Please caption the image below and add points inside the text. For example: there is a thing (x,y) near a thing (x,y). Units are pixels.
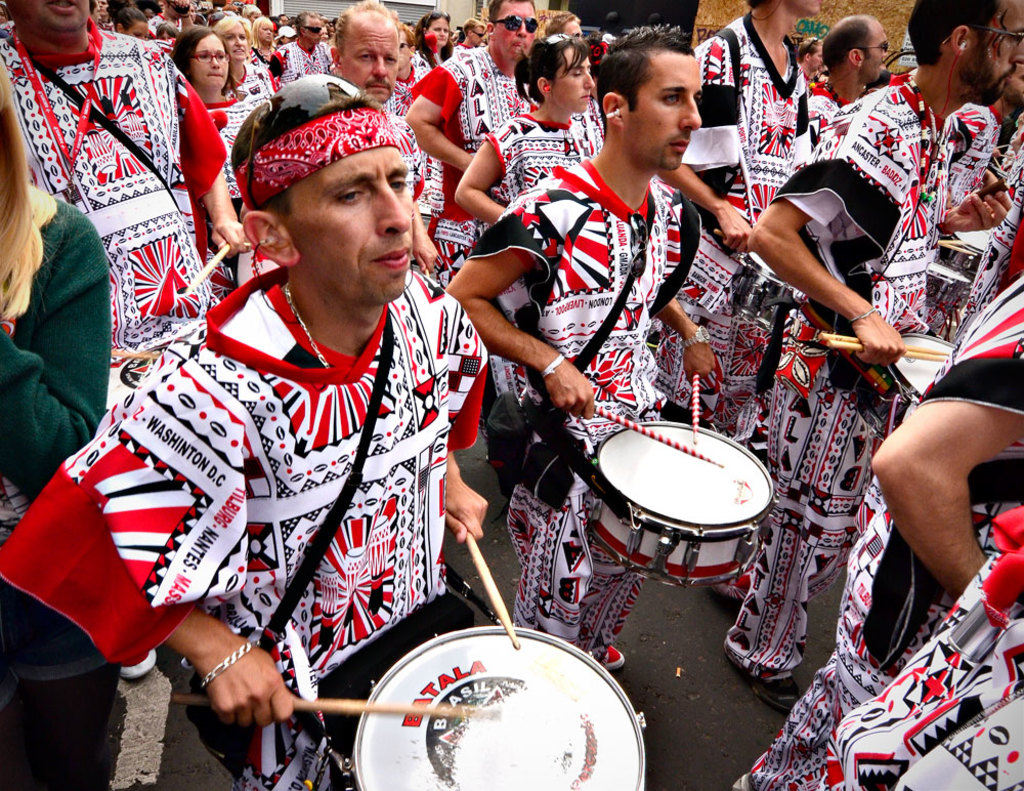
In this picture I can see group of people (653,416) standing and beating the drums (476,775) with the drumsticks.
